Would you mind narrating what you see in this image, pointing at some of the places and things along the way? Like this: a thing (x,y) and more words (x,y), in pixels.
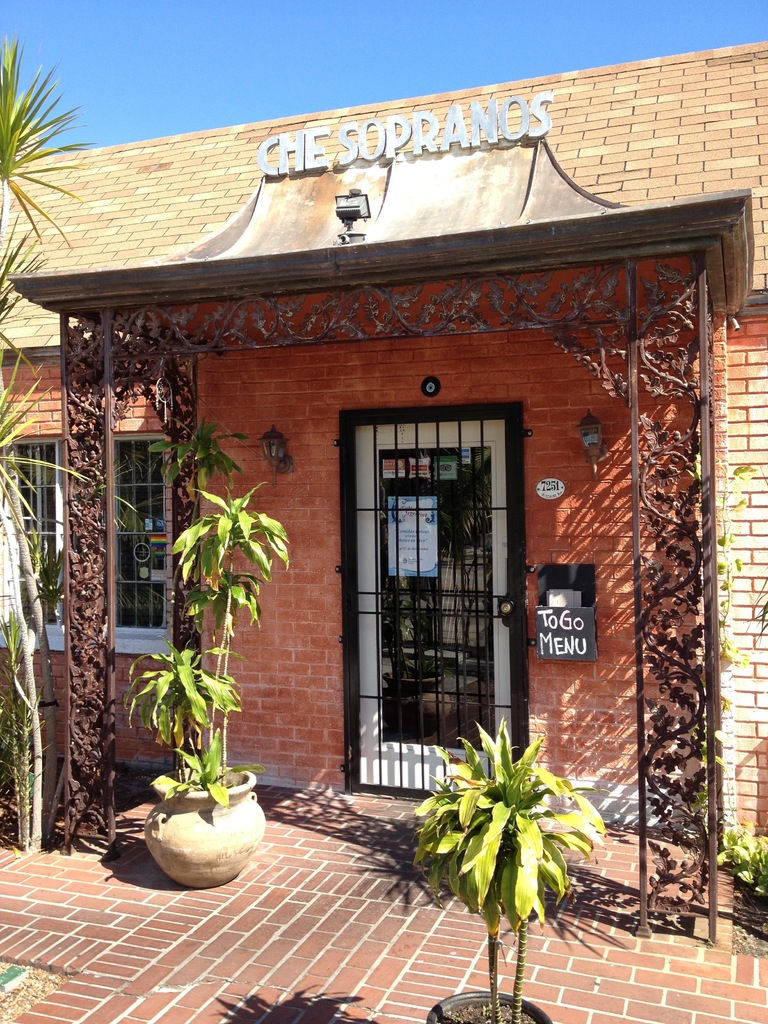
In this picture we can see a house (277,338), grilles (531,320), roof (506,231), boards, light (358,209), door (377,599), window (158,611), pot (233,802), plants (214,771), tree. At the bottom of the image (250,898) we can see the floor (249,917). At the top of the image (365,10) we can see the sky (233,100).
